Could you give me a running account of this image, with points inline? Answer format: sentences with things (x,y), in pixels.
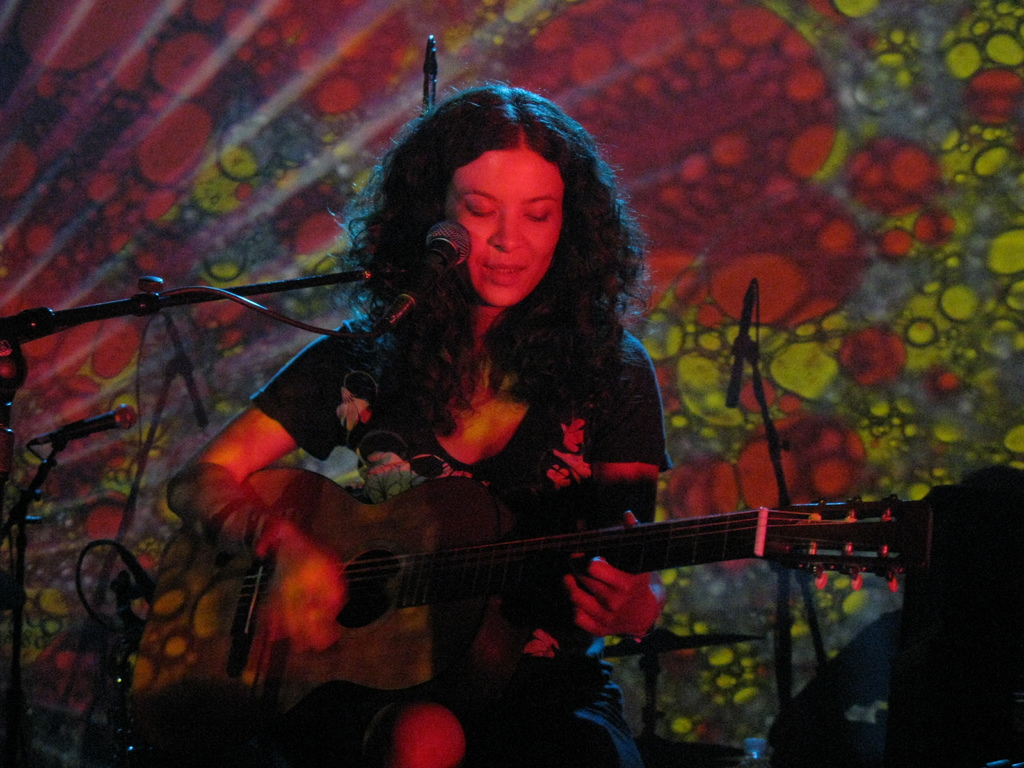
In this picture we can see a woman (344,344) sitting on the chair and she playing a guitar (370,522) in front of her we can find a microphone (453,229).
